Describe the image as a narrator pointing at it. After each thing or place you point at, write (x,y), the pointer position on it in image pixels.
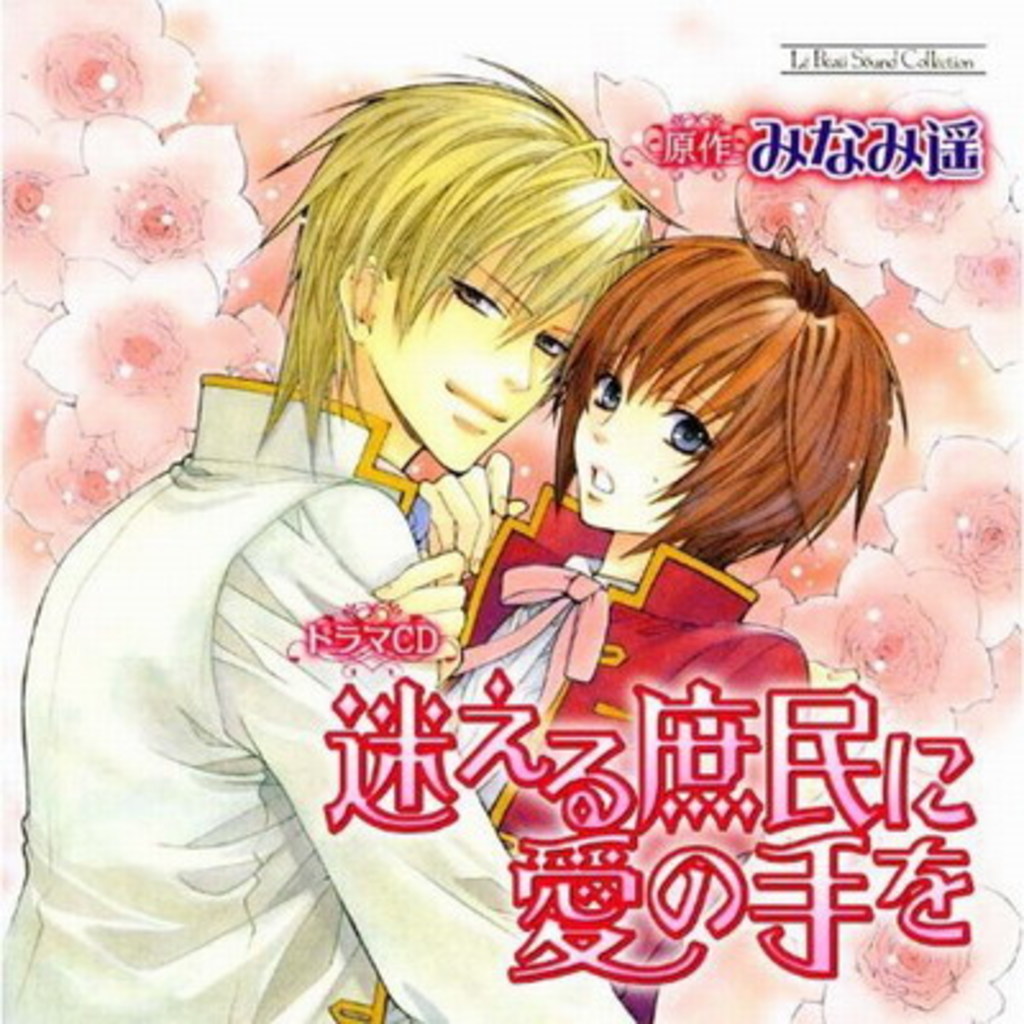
This is an edited image. We can see cartoon images (499,581) of a boy (237,595), girl (620,662), flowers (11,243) and texts (646,728) written on the image.
